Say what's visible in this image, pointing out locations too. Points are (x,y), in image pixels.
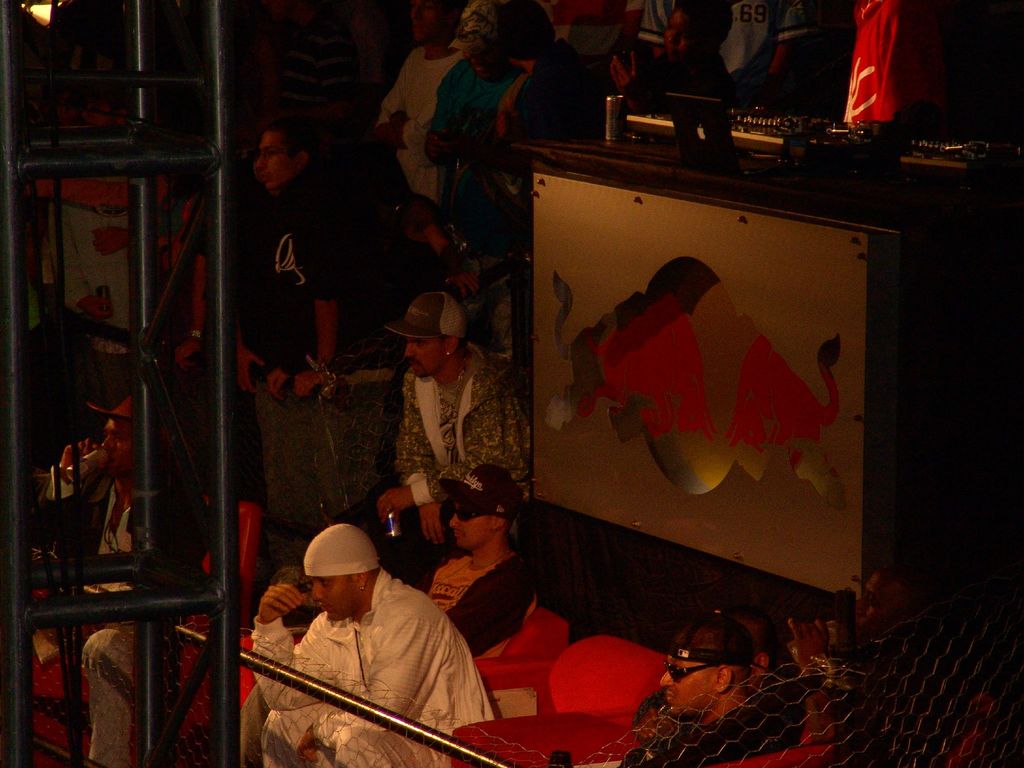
In this picture we can see a machine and groups of people (413,153), some people (434,362) are sitting on chairs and some are standing. In front of the people (288,377) there is a black item (139,270) and there is a dark background (174,54).
